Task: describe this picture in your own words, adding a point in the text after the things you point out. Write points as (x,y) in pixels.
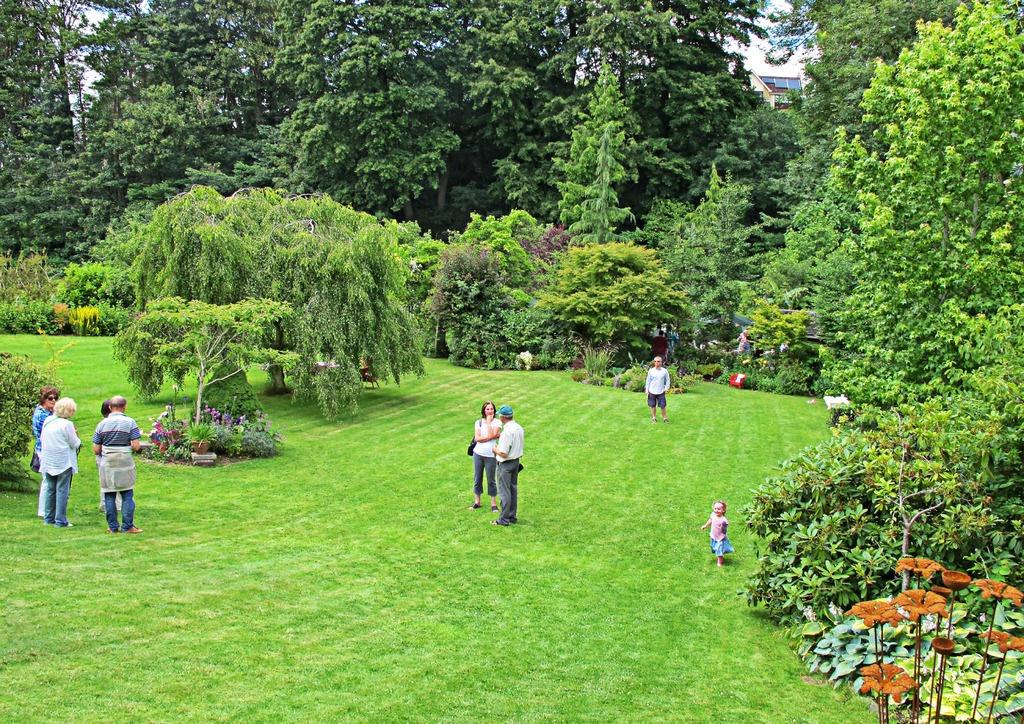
In this image we can see few people (47,463) standing in the ground (438,491), there are few trees (245,337), plants (824,575) and building (754,77) in the background (804,119).
